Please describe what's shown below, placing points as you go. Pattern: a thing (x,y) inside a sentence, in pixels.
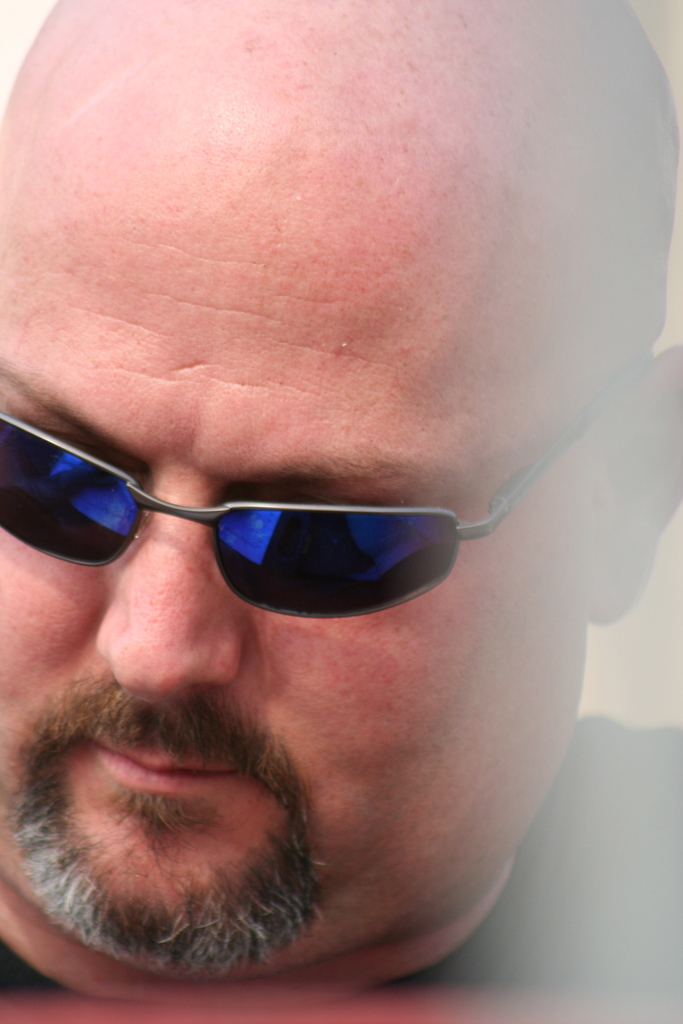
In this image we can see person (124,555) wearing spectacles (232,544).
